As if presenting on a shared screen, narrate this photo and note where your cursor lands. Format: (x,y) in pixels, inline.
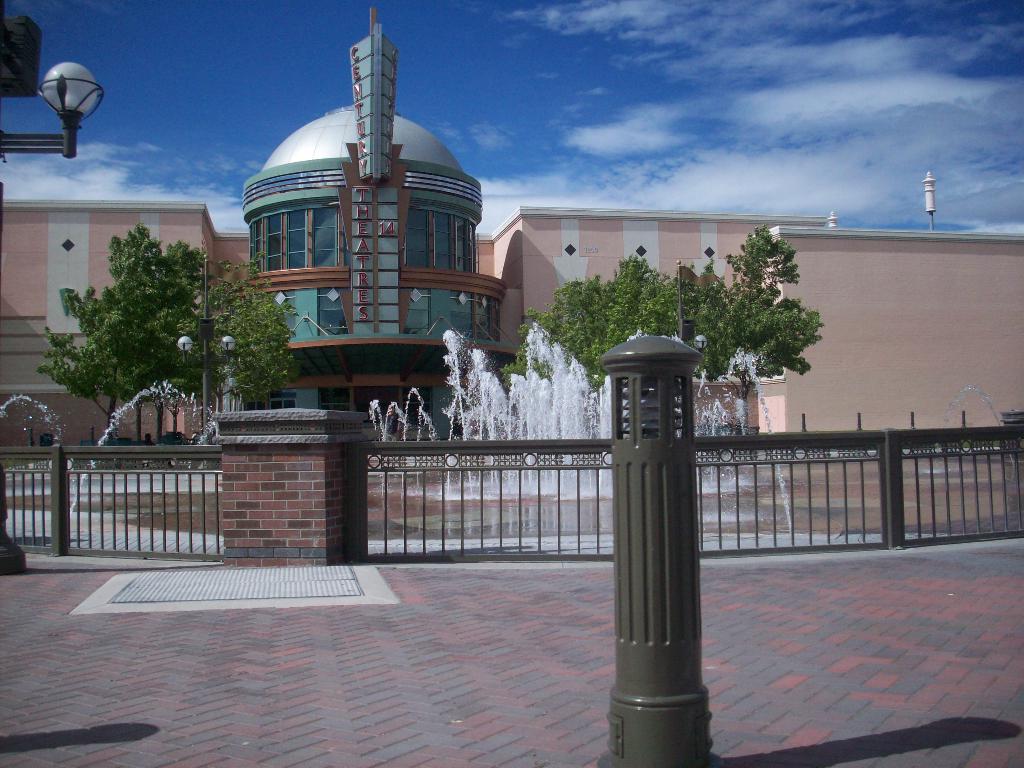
At the bottom of the image (505,647) there is a floor (525,604). In the middle of the image (650,510) there is a pole (667,732). Behind the floor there is a fencing (244,499) with small pillars (277,537). Behind the fencing (103,450) there is a fountain (474,433). Behind the fountain (532,433) there is a pole (204,338) with a lamps (189,344) and also there are trees (233,333). In the background (711,214) there is a building (733,237) with walls (687,237), glass windows (424,253) and doors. At the top of the image (502,102) there is a sky (532,84). At the left top of the image (74,132) there is a black pole (39,147) with white lamp (71,105).
